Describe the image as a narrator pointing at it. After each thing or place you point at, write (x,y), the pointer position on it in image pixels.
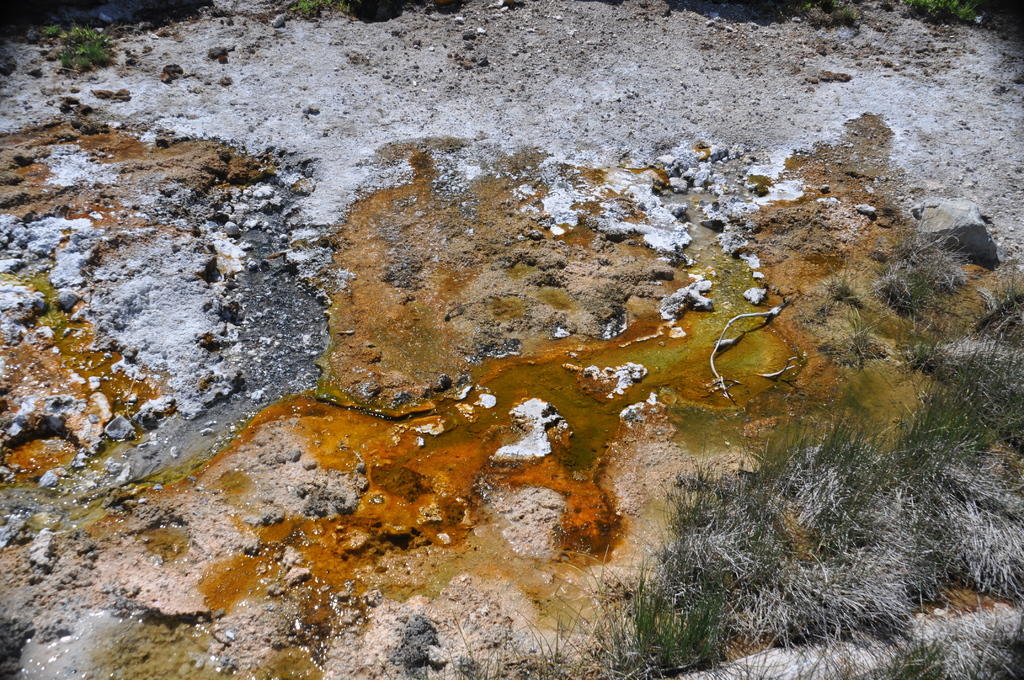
In this picture we can see stones (732,234), grass (921,367), algae (582,471) on the ground (344,397).
